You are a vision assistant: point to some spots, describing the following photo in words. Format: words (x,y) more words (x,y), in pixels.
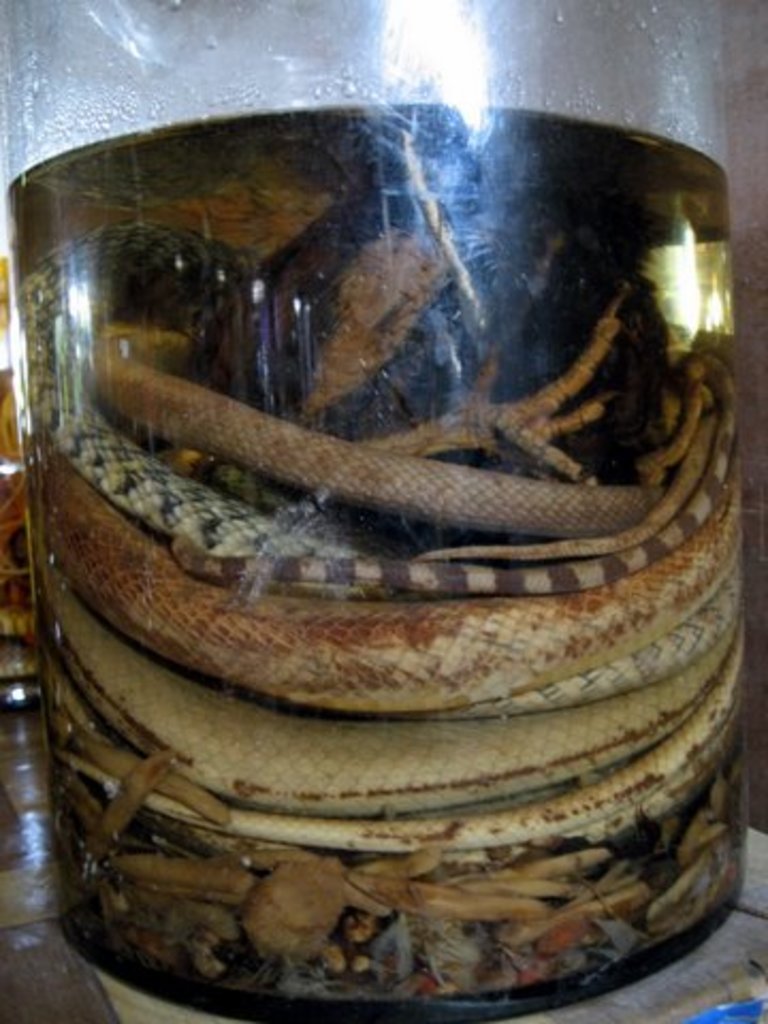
In this image I can see a glass tank (312,129). I can see some water (324,125) and few animals (356,684) which are cream, brown and black in color in it.
